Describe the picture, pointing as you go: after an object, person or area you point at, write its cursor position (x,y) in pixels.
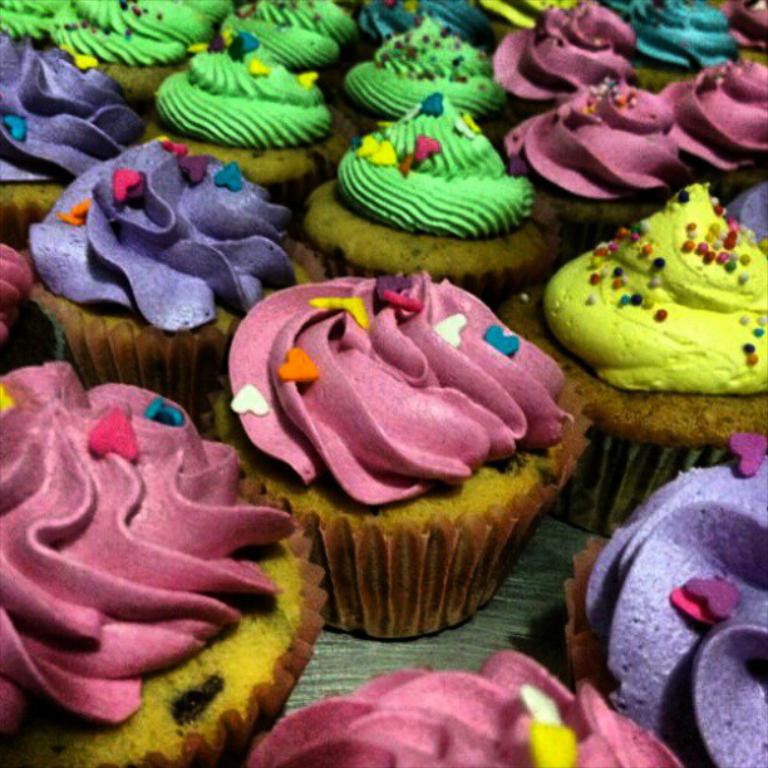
In this image there are cupcakes (515,235).
